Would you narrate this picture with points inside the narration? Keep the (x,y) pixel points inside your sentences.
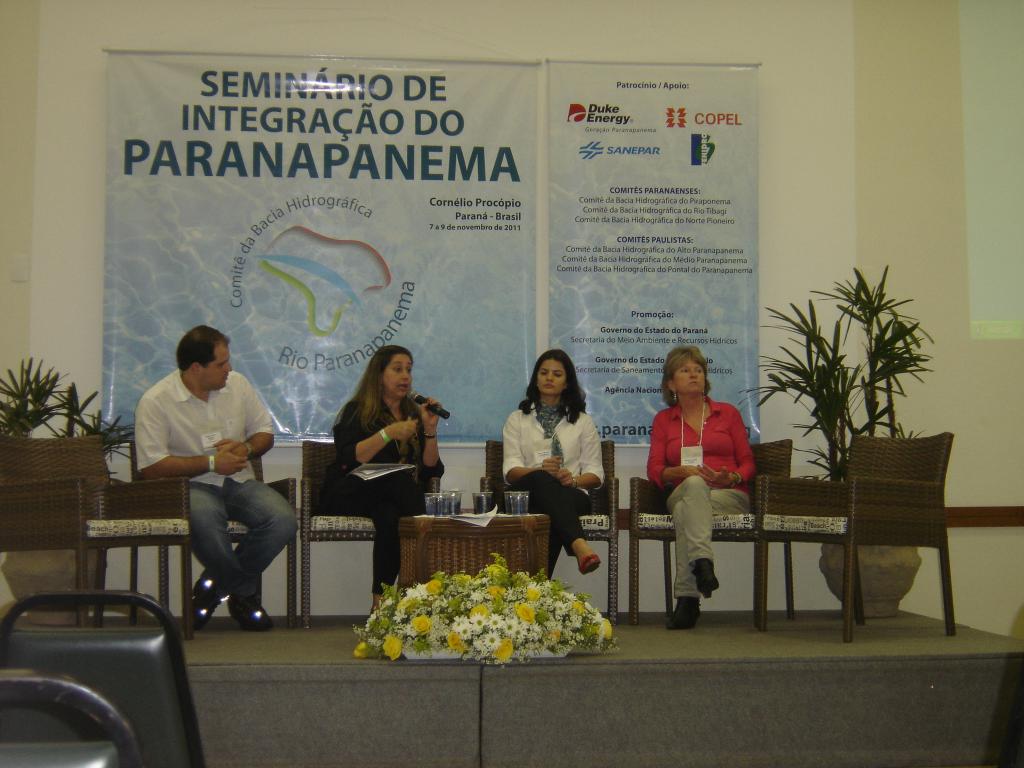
In the image we can see there are people (361,427) who are sitting on chair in front of them there is a table (460,522) on which glasses (448,509) are kept.
